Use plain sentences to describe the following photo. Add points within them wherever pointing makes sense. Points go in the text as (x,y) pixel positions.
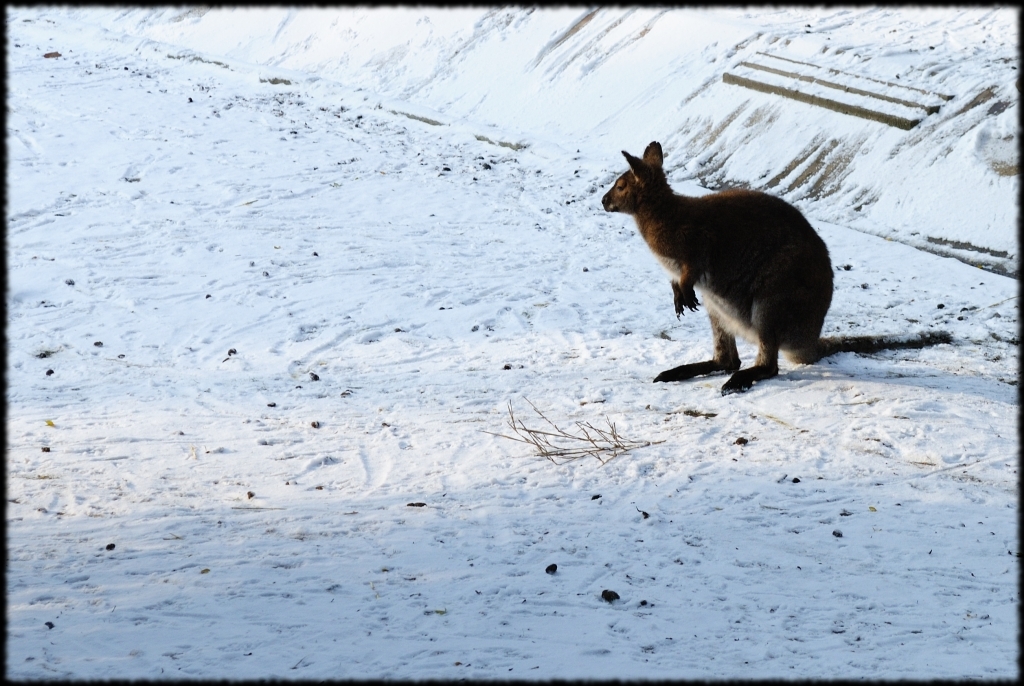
In this image on the right side (730,301) there is one kangaroo (723,288) and at the bottom (540,566) there is snow (502,328), and in the background (790,146) also there is snow (483,42).
